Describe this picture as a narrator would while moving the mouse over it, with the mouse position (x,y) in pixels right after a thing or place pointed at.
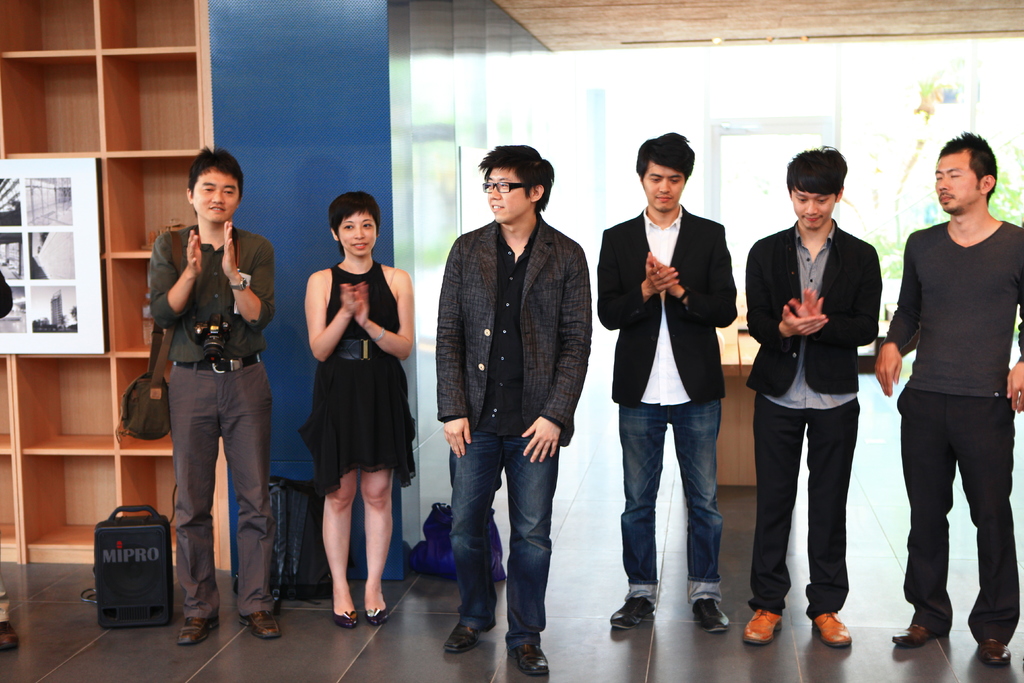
In this image we can see people (468,365) standing on the floor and we can also see bags (151,433), wooden racks (116,326) and poster (79,207).
